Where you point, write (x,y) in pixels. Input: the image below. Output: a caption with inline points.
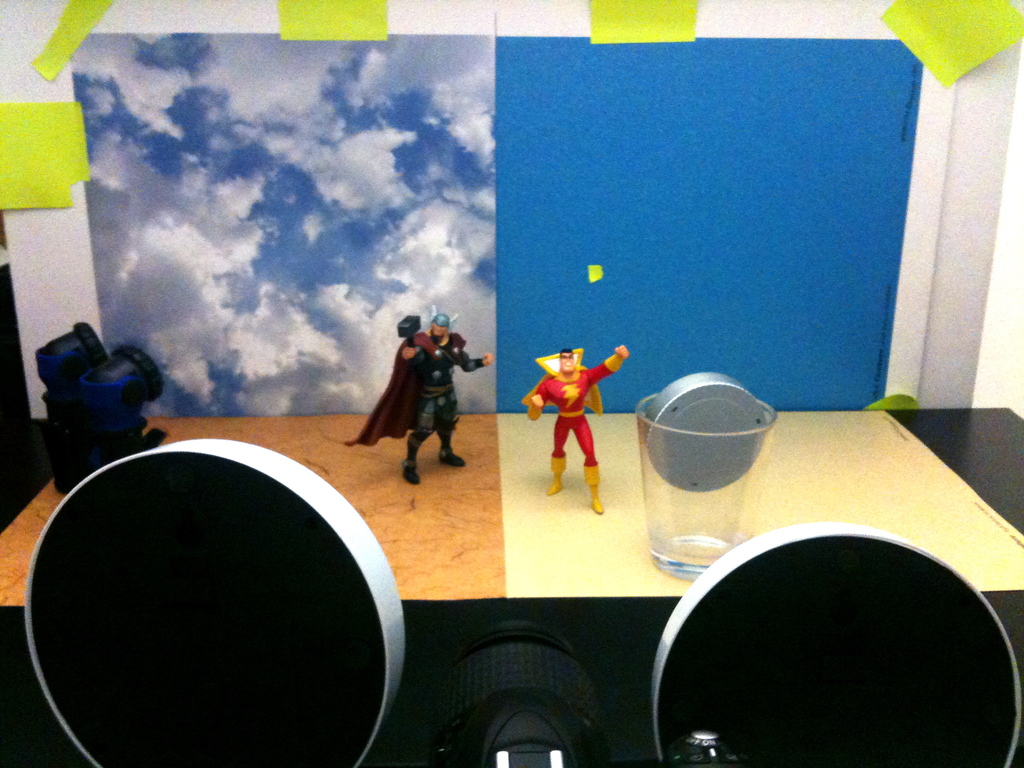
In this image we can see the depiction (410,419) of persons (563,408) on the paper (501,485). We can also see the glass (685,472) and some other objects (776,545) on the black color table (966,427). In the background (388,143) we can see the paper (299,170) with the sky (387,203) and clouds (380,182). We can also see a blue color paper (693,200) attached to the white color background (929,162).
